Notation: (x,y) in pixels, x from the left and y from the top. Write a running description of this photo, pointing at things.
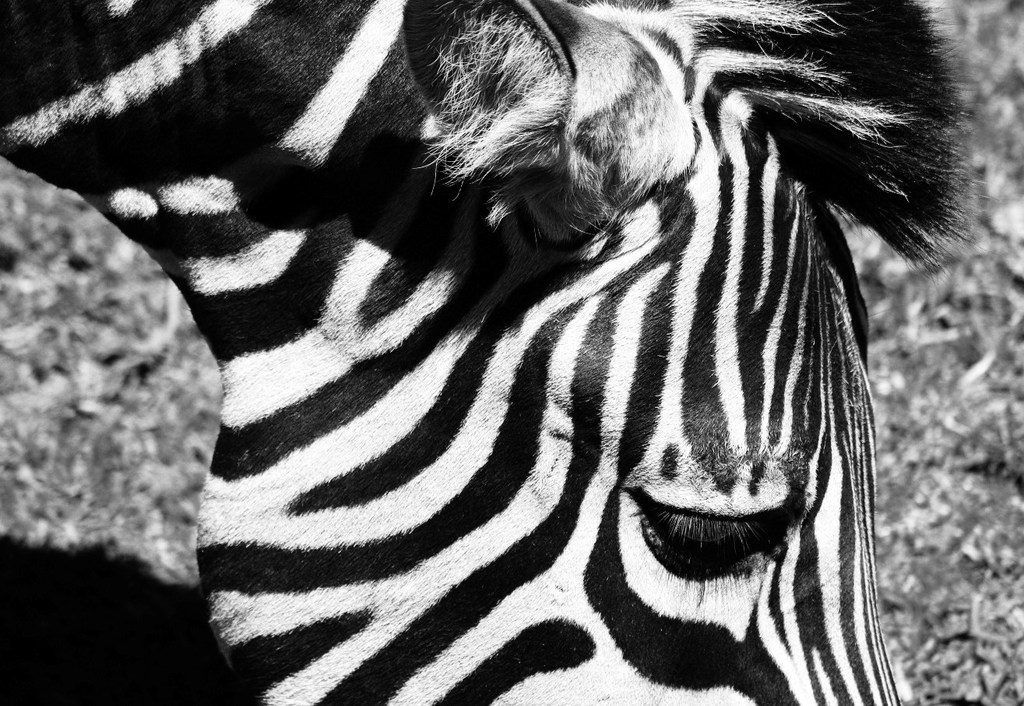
This image consists of a zebra (724,128). The image looks like black and white. At the bottom (106,497), there is ground (69,542).
